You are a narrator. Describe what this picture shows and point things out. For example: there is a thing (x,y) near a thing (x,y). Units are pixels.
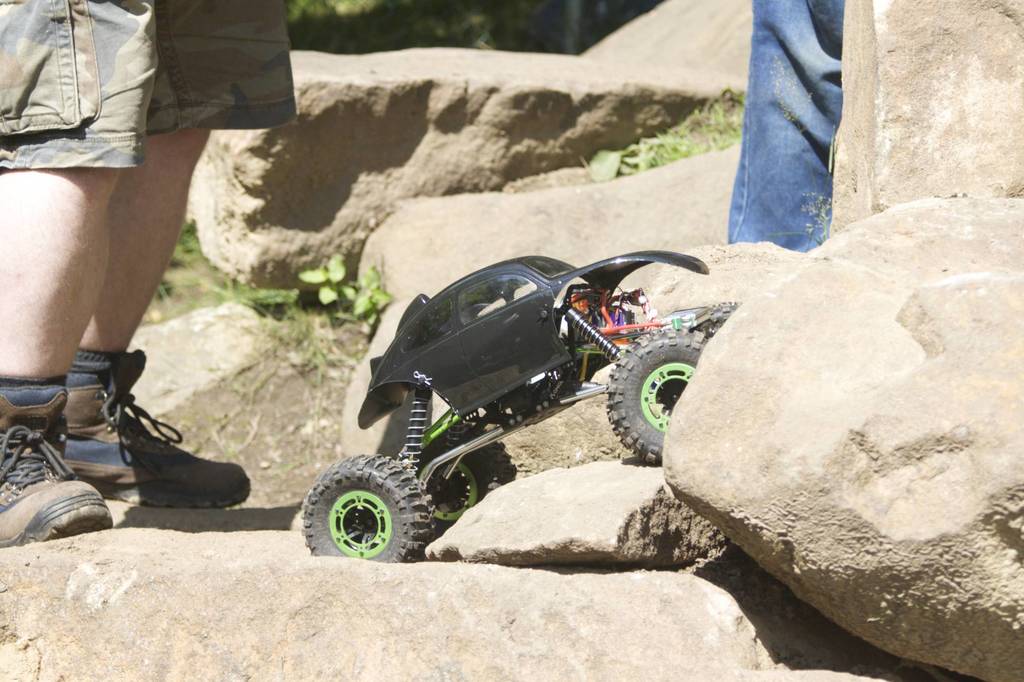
At the bottom of the picture (929,529), we see the rocks (845,362) and a toy vehicle (542,352) in black color. On the left side (117,63), we see a person (52,269) is standing. On the right side (808,51), we see a person (783,107) wearing a blue jeans (783,153) is standing. There are herbs (318,287) and trees (411,16) in the background (451,16).
